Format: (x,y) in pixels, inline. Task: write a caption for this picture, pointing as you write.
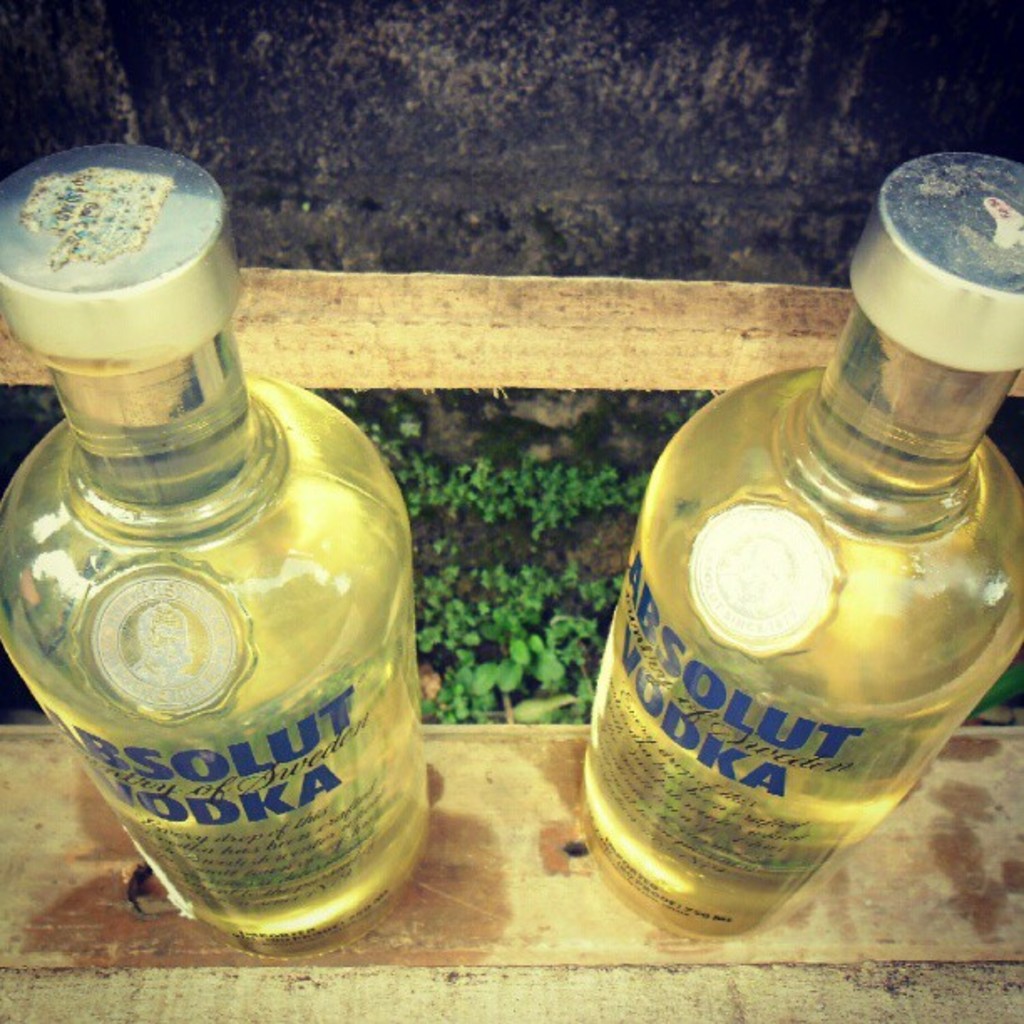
In this image there are two bottles (277,547). At the middle (560,664) there are plants (536,604).
